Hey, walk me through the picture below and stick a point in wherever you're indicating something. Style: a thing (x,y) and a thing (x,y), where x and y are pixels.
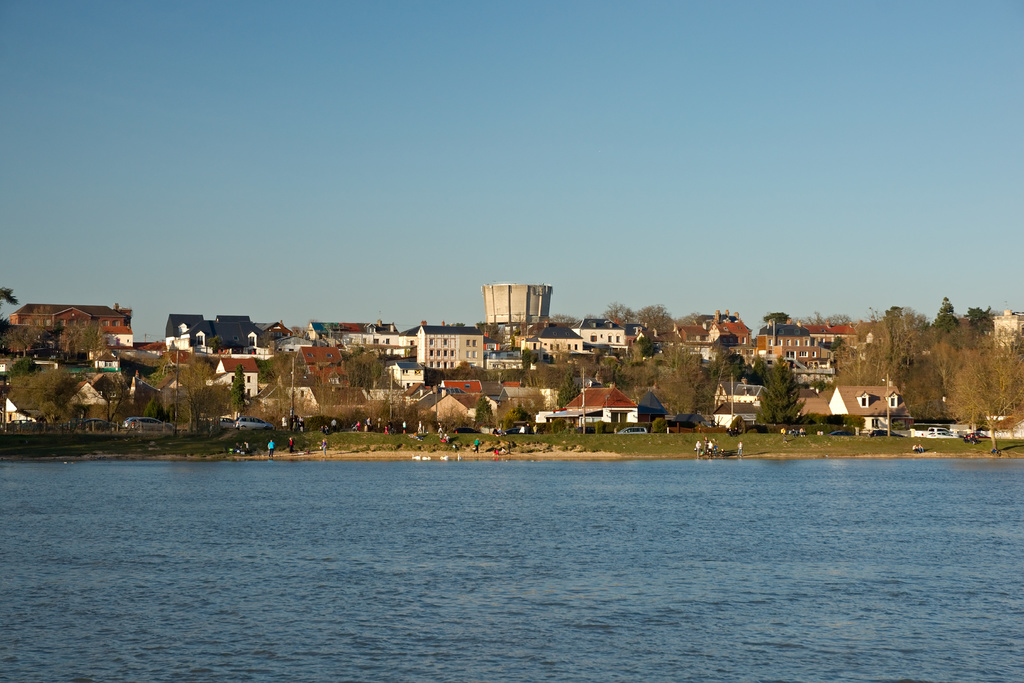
In this image we can see water (569,549), few people (285,417) and vehicles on the ground (640,444), there are buildings (801,371) and trees (368,366) and the sky (366,180) in the background (520,173).
